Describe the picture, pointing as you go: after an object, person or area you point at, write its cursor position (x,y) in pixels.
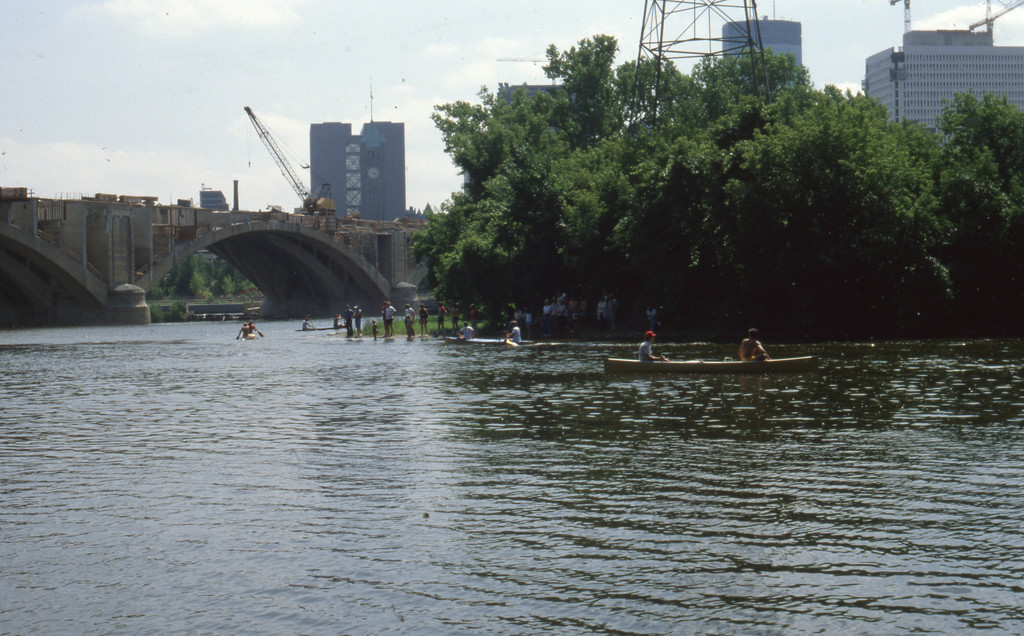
In this image I can see it looks like the river (569,495) and few boats (675,368) are there in it. In the middle (361,315) few people (412,330) are standing on the land (398,327). On the right side (822,175) there are trees (678,211), behind these trees (580,70) there are buildings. On the left side (145,225) it is the bridge (242,256), at the top (148,59) it is the cloudy sky (151,89).
